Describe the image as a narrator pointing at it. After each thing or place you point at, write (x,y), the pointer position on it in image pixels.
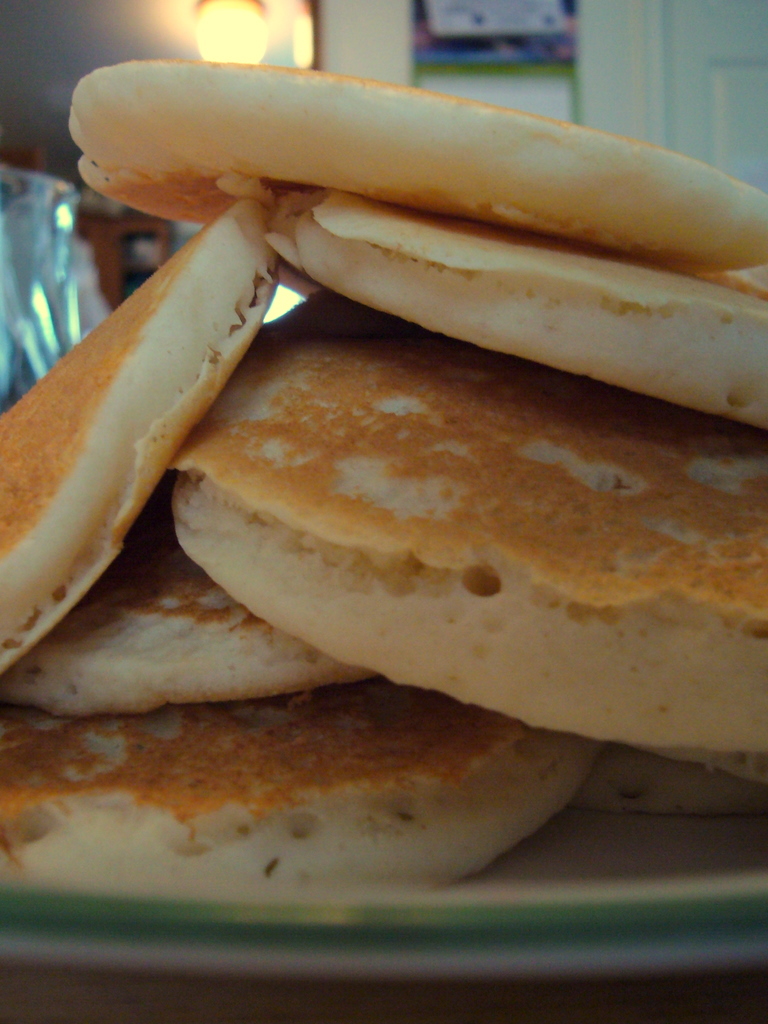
In this image we can see some food items (435,386) on the plate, also we can see the light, and the wall (68,119), the background (61,147) is blurred.
